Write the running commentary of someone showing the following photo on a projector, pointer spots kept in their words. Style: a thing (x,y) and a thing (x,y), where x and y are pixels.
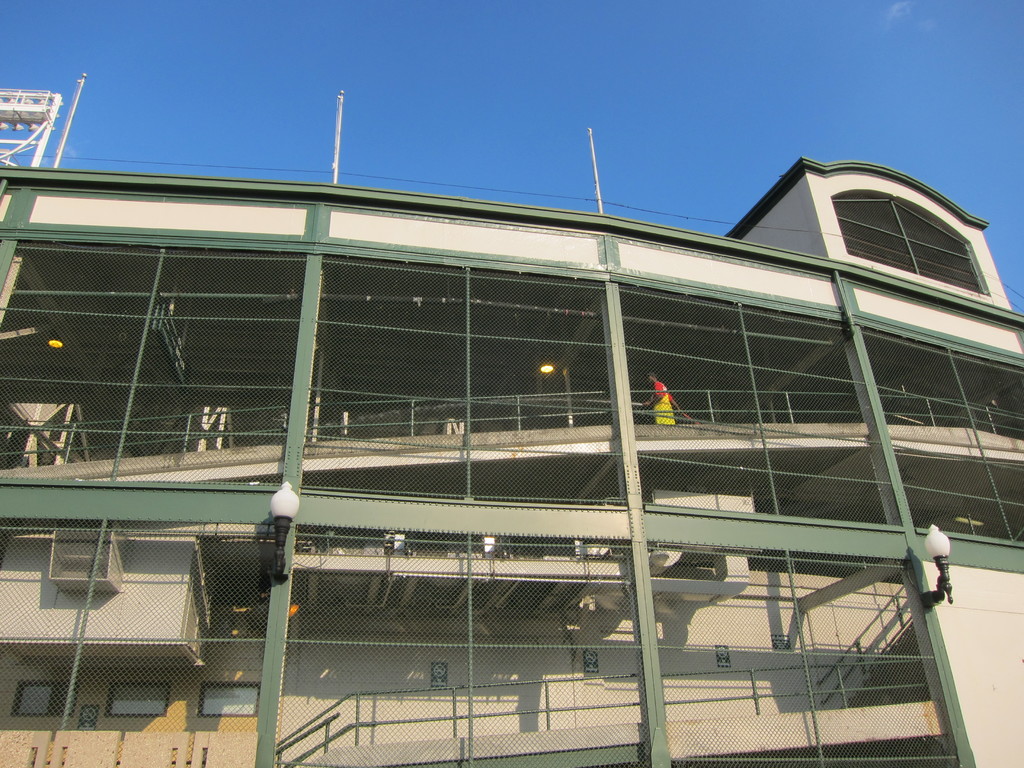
In the foreground of this image (510,580), there is a building (479,496) two lamps (943,577) to it and inside, a man (663,396) standing near a railing (710,402). On the top (599,45), there is the sky (560,44).
